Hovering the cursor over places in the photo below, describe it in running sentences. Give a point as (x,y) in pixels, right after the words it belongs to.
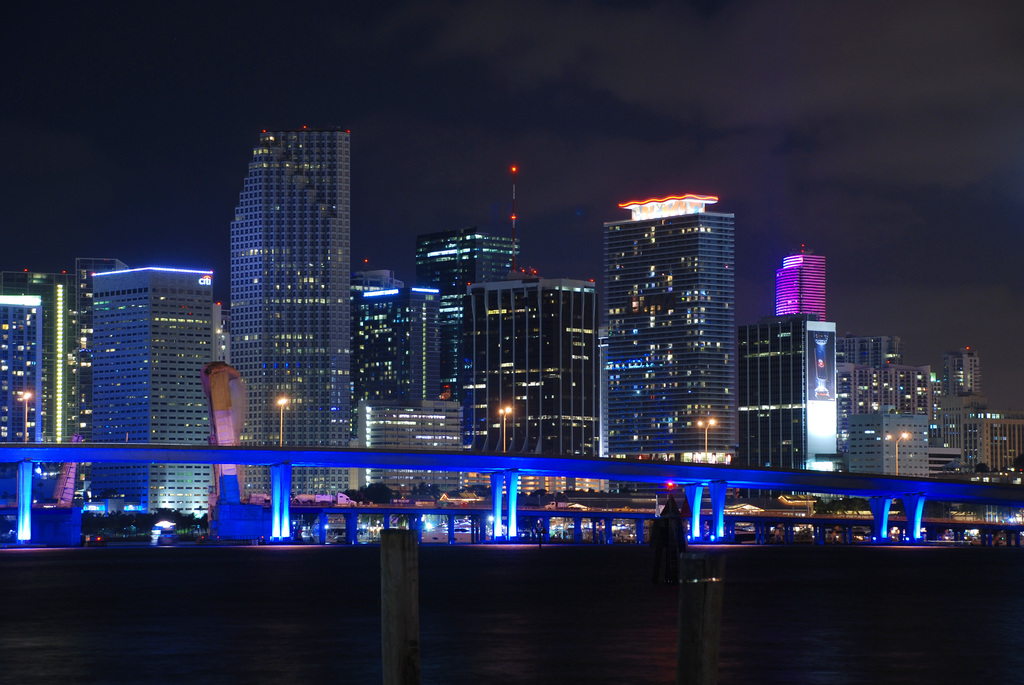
In this picture we can see poles (386,550), buildings (357,296), lights (477,499), bridges (826,487), trees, poster (819,372), some objects (668,528) and in the background (103,103) we can see the sky (675,99).
